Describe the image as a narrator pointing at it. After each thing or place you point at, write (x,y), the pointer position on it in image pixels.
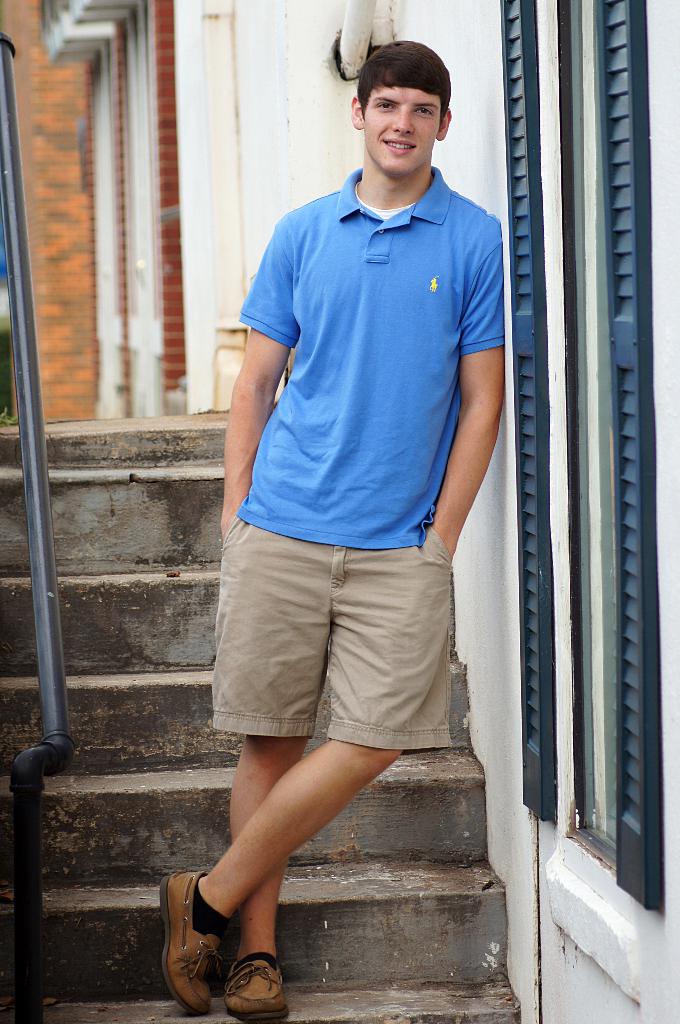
In this image we can see a man (293,592) standing on the stairs (290,899). We can also see a wall (506,884) with windows (618,664) and a pipe (57,702).
